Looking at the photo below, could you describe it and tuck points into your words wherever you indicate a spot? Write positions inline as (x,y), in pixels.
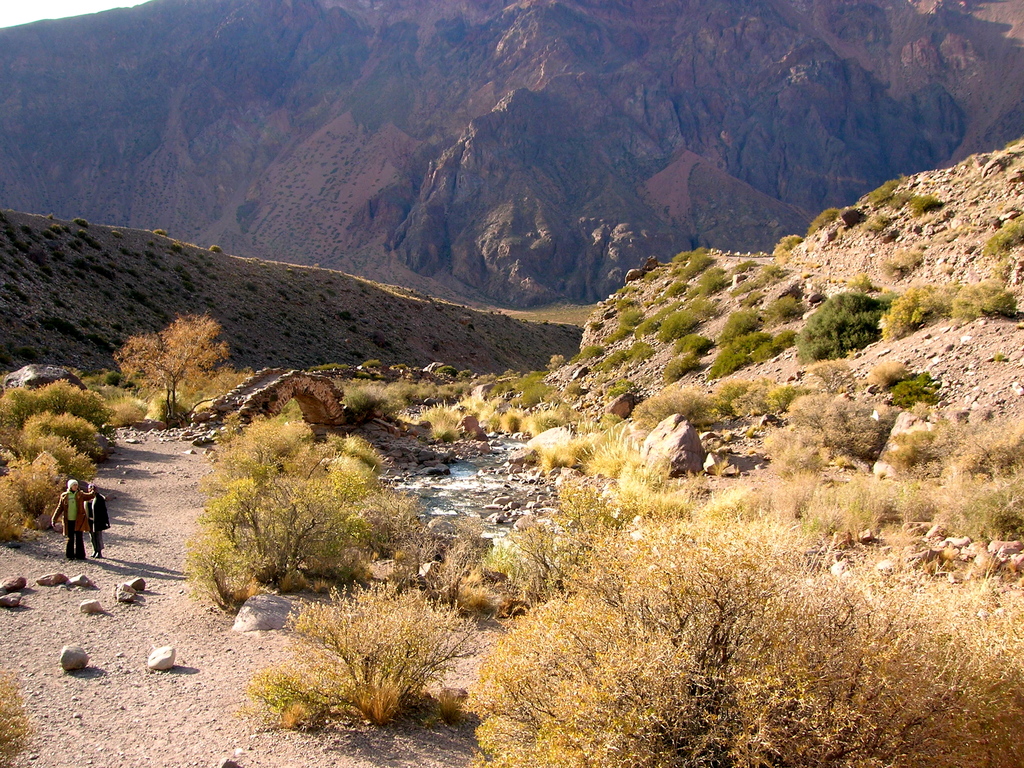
In this picture we can see two persons (90,519) are standing on the left side (89,519), there are some plants (678,320) in the front (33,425), at the bottom (165,659) we can see some stones (165,653), there is a rock (675,440) in the middle (666,449), in the background (668,103) we can see a hill (546,38).
